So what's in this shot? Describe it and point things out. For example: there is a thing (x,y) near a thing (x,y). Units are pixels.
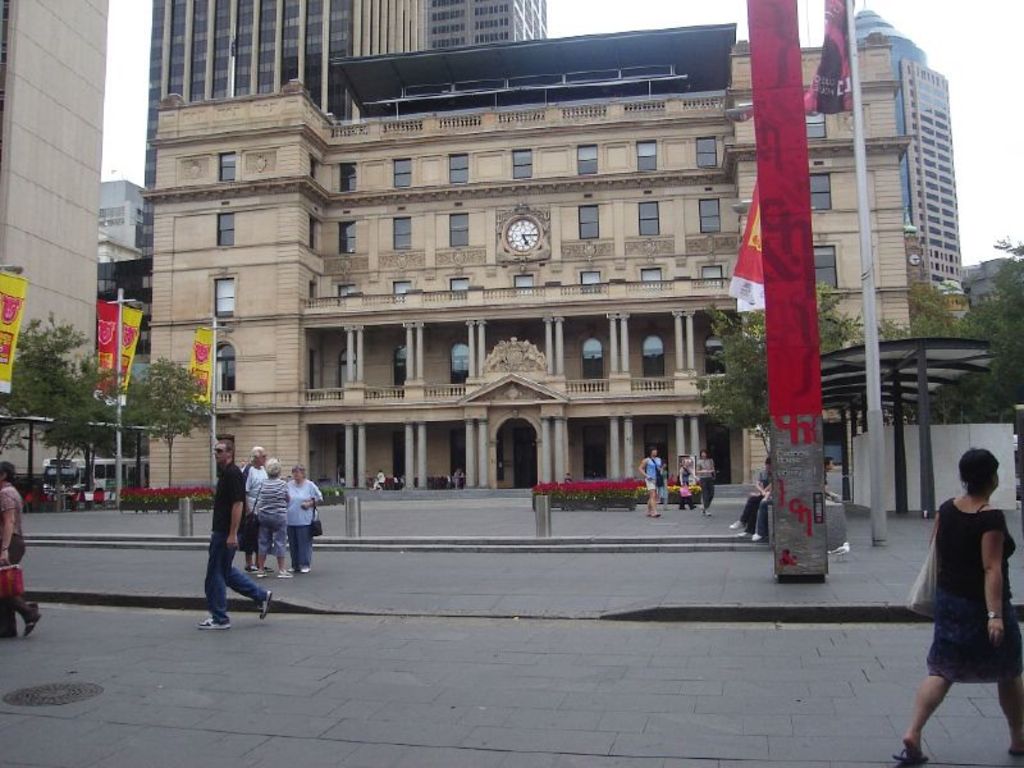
As we can see in the image there are few people (19,561) here and there, flag (820,61), plants (621,494), trees (75,427), banners (115,362) and buildings (340,348). On the top (645,14) there is sky (705,23).
